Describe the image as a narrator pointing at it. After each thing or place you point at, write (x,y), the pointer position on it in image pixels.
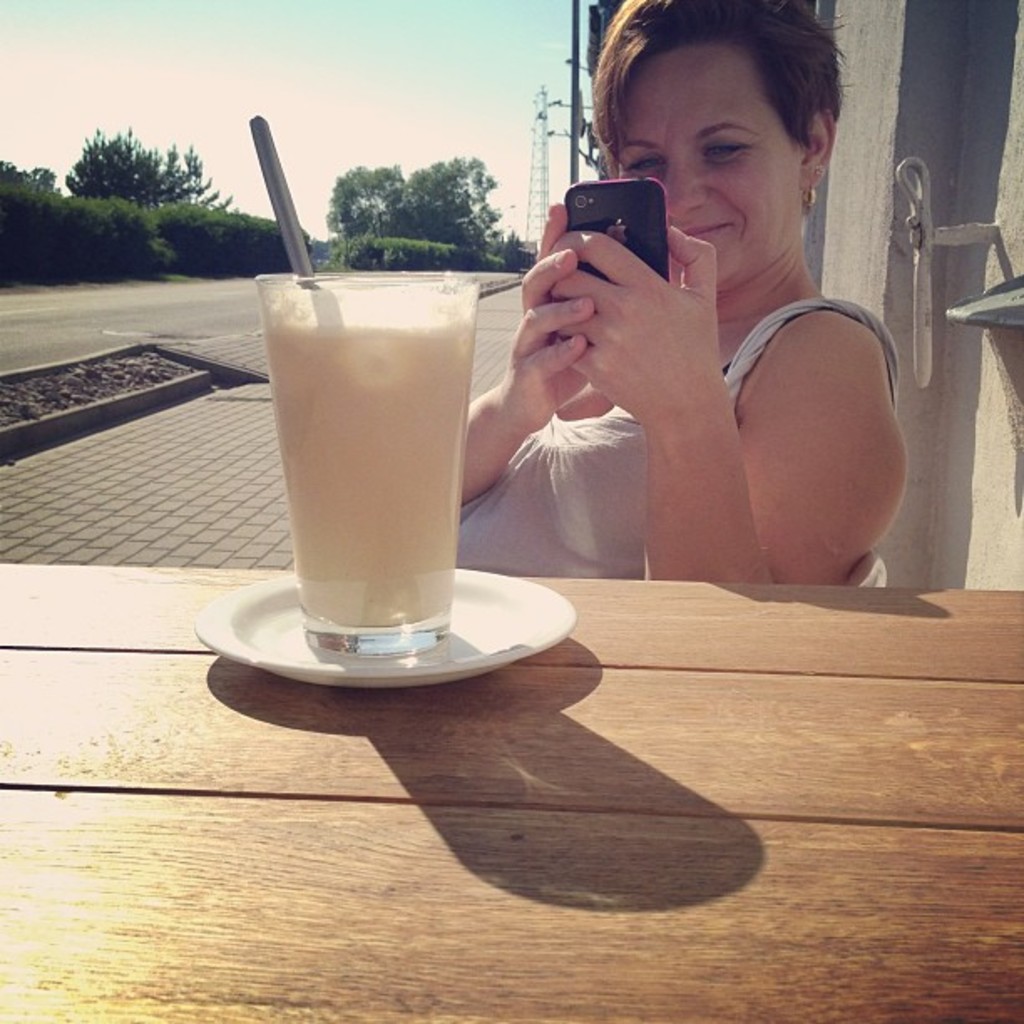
This is a picture taken in a outdoor, There is a woman (675,403) sitting on a chair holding the phone (633,239). In front of the women (682,472) there is a table (512,782) on the table (325,846) there is a glass (384,614), saucer (463,618). Background of this woman (581,341) is a tower (544,170), trees (452,212) and sky (209,79).
